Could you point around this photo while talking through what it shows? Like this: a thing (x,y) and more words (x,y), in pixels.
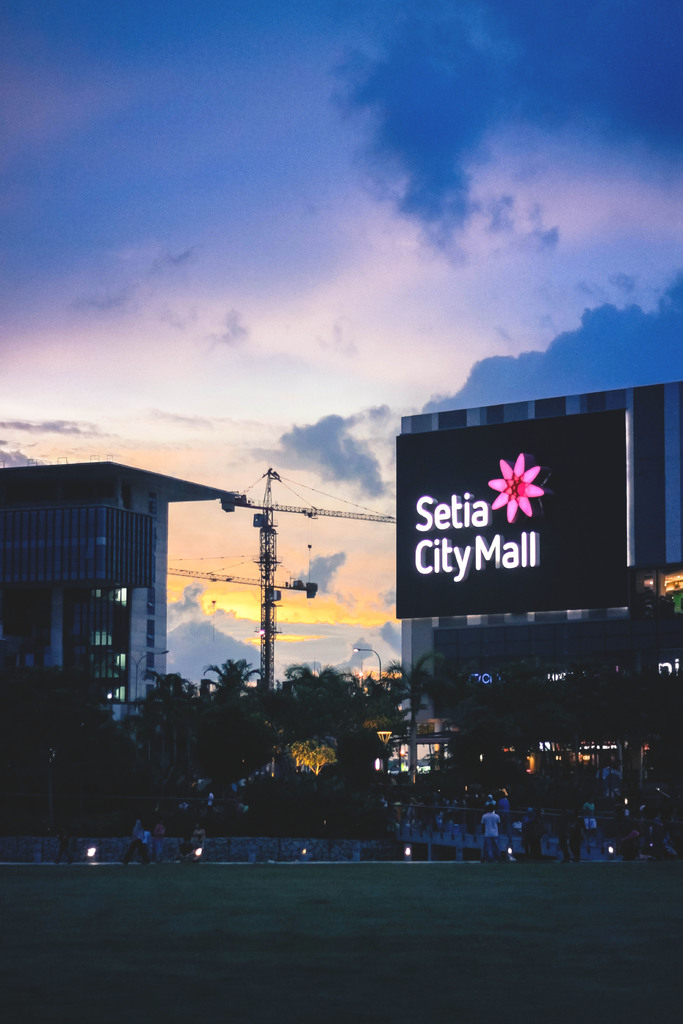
In the image we can see there is a ground (265,949) on which people (531,807) are standing. Behind there are buildings (46,582) and trees (140,740) and there is a hoarding (565,497) on the building (646,467).
